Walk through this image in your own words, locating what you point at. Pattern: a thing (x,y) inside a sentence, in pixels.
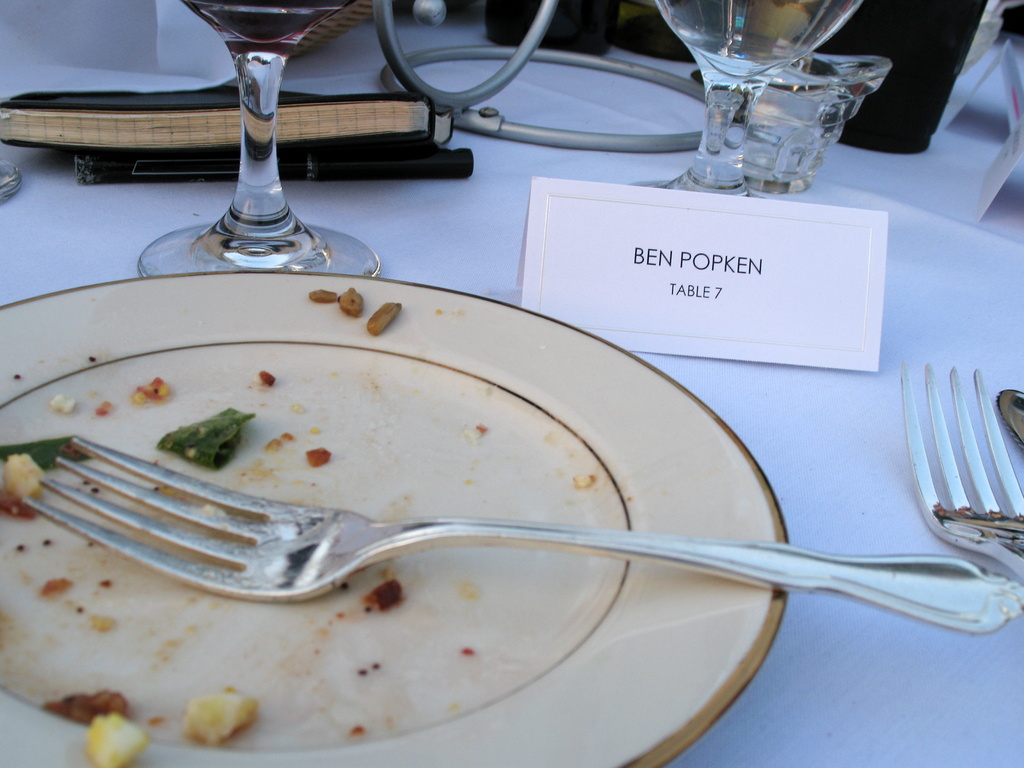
In this image I can see a white color plate (532,395) and on it I can see a fork (1010,588). On the right side of this image (928,493) I can see one more fork (921,474) and a silver color thing (1021,420). On the top side of this image (762,153) I can see few glasses (298,41), a diary (363,137), a pen (428,158), a white color board (568,197) and on the board (611,291) I can see something is written.
